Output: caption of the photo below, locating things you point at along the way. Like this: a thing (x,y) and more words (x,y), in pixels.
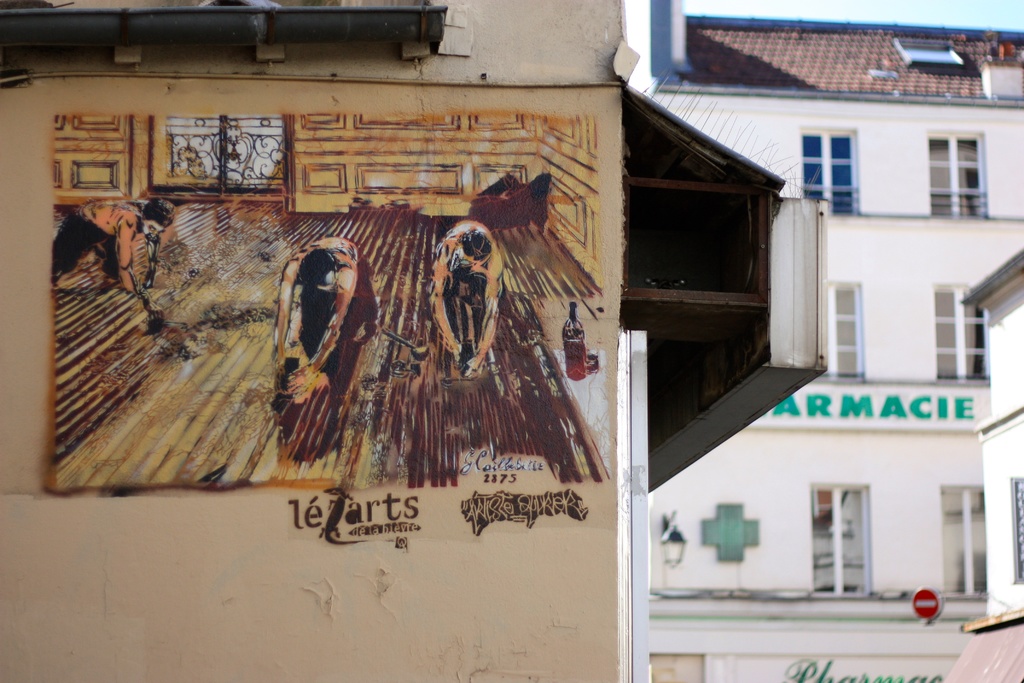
A painting (491,343) is made on the wall (388,333) of a building (603,32). There are other buildings (969,323) which have windows (846,161) and a sign board (939,604).
